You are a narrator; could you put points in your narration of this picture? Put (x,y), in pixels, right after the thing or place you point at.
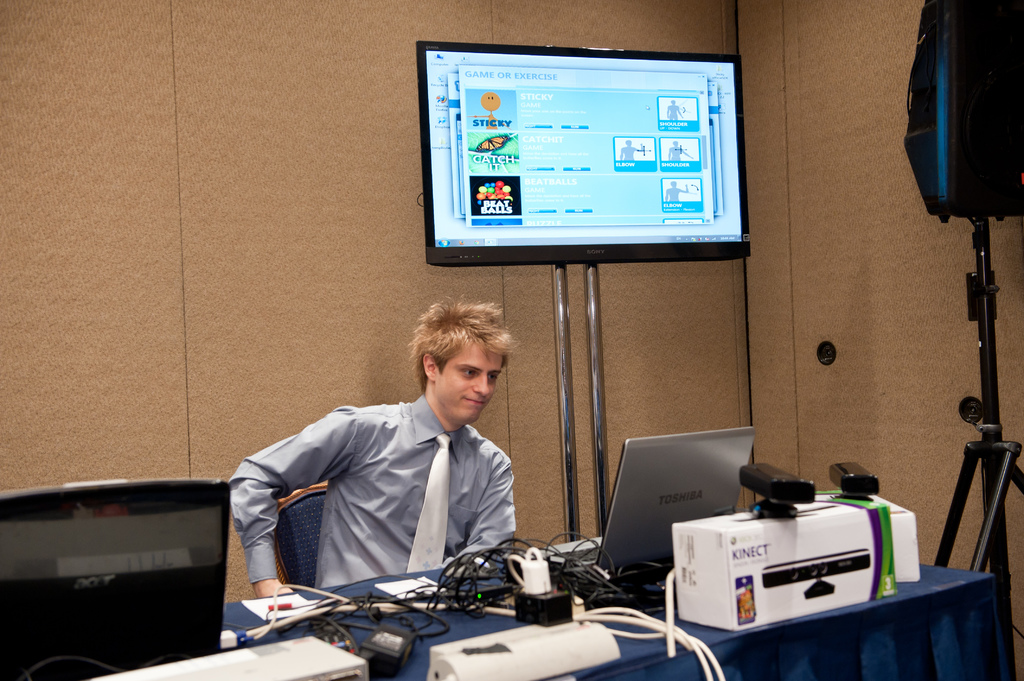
This is a picture taken in a room (375,493), the man (365,500) is sitting on a chair (316,533) in front of the man (378,535) there is a table (228,611) on the table (283,632) there are laptop (699,465), cables (484,583) and paper (305,598). Background of the man (374,573) is a wall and a television (533,229).
